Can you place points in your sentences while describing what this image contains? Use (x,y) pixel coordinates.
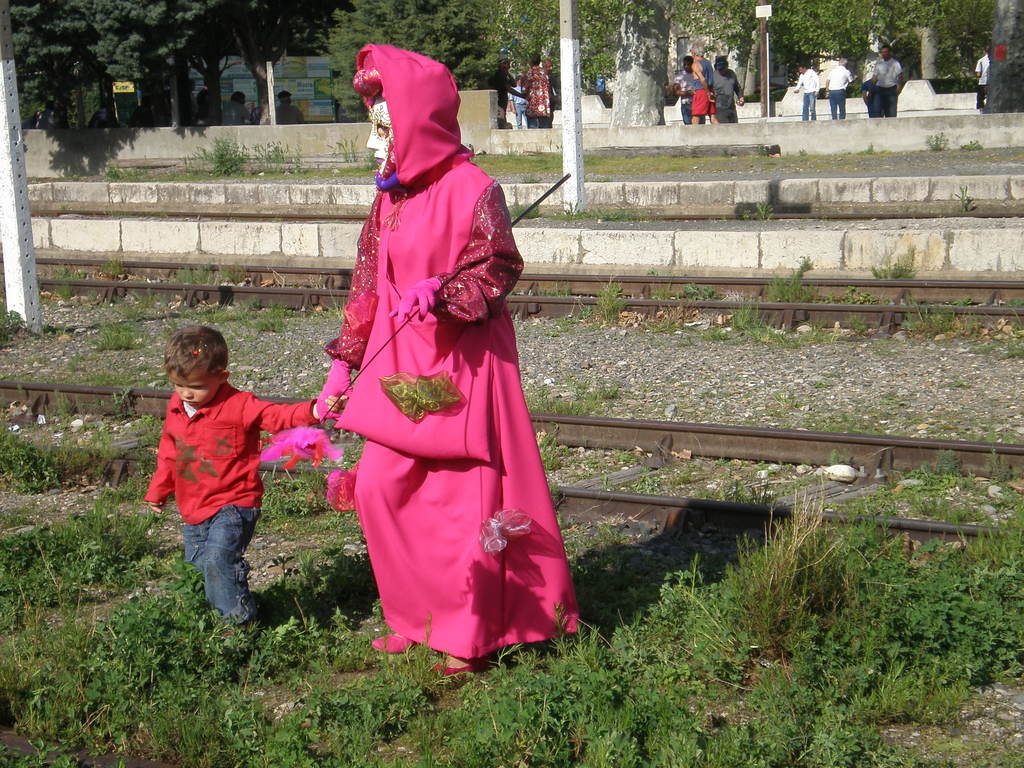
In this image I can see a grass ground (841,626) and few railway tracks (115,289) on it. In the front (231,498) I can see one person (520,609) and a boy (257,491). I can also see this person (493,352) is wearing pink colour dress (363,458) and the boy (246,492) is wearing a red colour t shirt (201,476) and a blue jeans (214,549). In the background (722,95) I can see few poles (12,254), number of people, few boards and number of trees (193,82). In the front (464,390) I can see this person (355,346) is holding a stick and I can also see this person (400,321) is carrying a bag (469,412).
